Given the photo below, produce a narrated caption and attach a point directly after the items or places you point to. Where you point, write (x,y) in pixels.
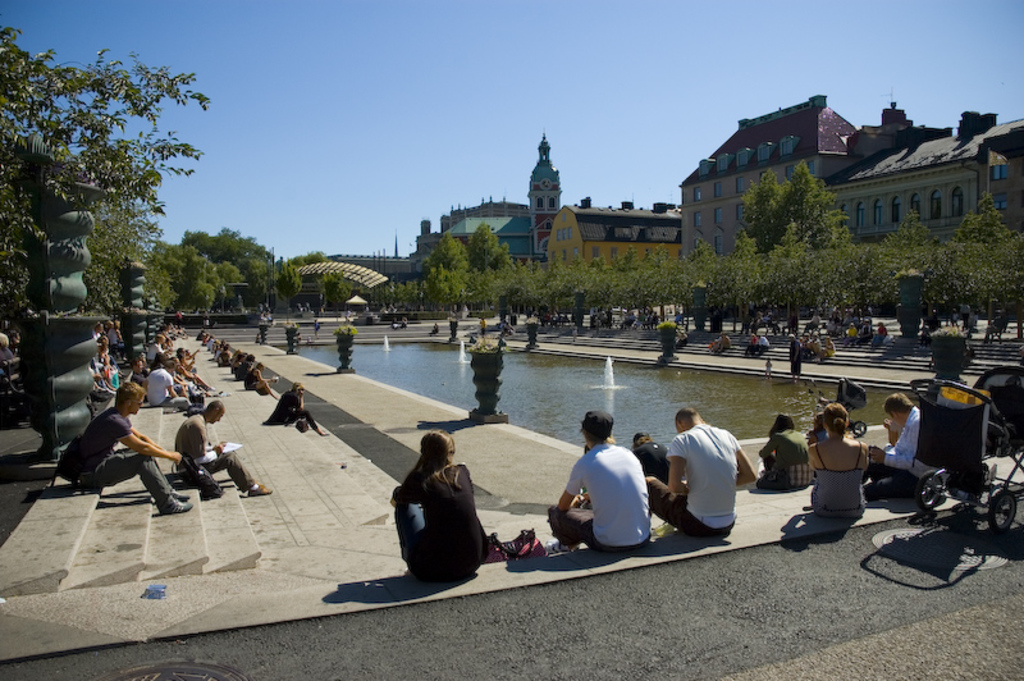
In this image there are people (222,352) sitting on steps (738,505), in the middle (512,379) there is a fountain (470,354), around the fountain (635,397) there are trees (552,281), buildings (707,217), in the background (729,58) there is sky (331,113).
